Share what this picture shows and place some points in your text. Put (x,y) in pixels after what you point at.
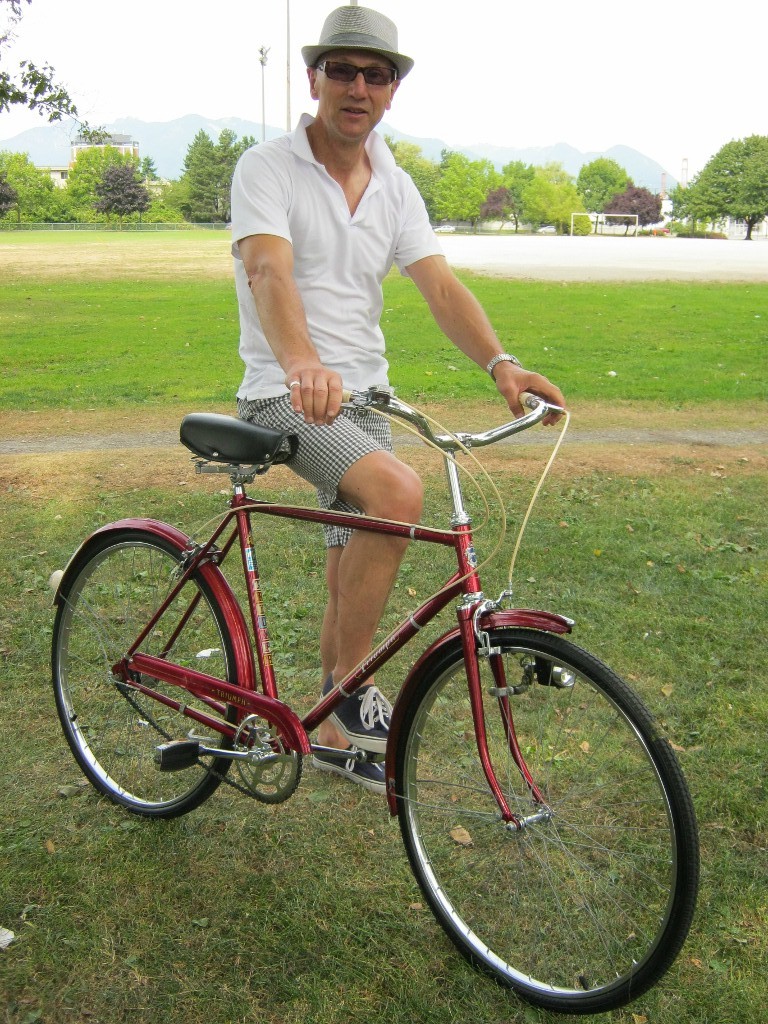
In the image there is a person (341,253) with shirt (331,178) and a hat (372,44), he is holding a bicycle (524,773). At the bottom (308,865) there is a grass (255,914), at the back (146,204) there are trees (192,170) and a building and at the top (152,63) there is a sky (159,47).
